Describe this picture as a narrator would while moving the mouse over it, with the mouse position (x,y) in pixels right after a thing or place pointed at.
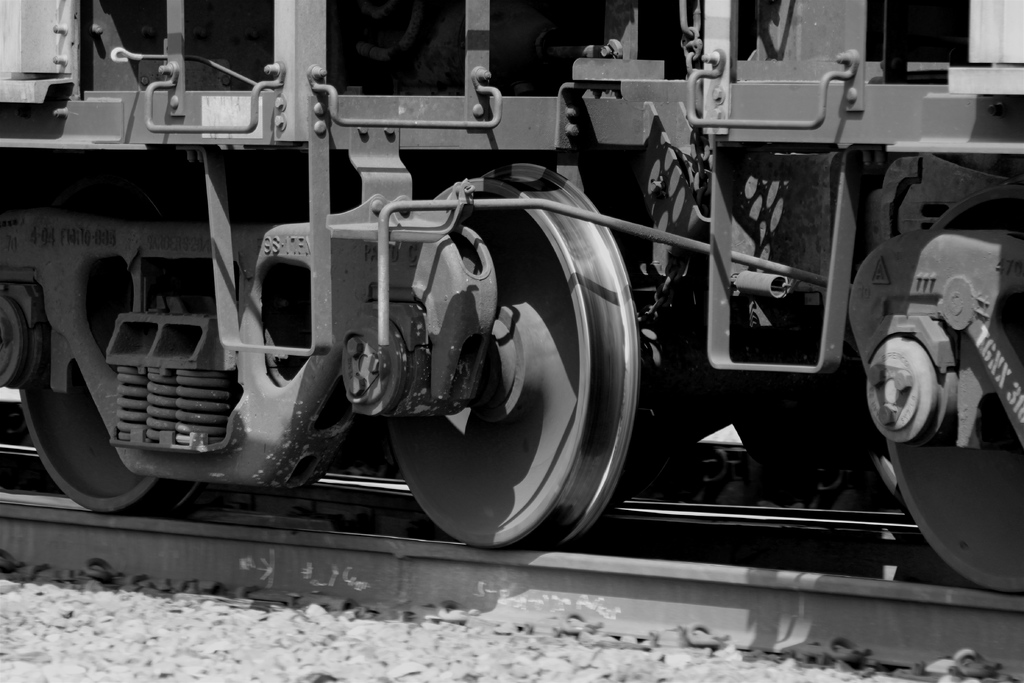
This is a black and white picture and in this picture we can see stones (263,627) and a train (307,417) on a railway track (827,527).
